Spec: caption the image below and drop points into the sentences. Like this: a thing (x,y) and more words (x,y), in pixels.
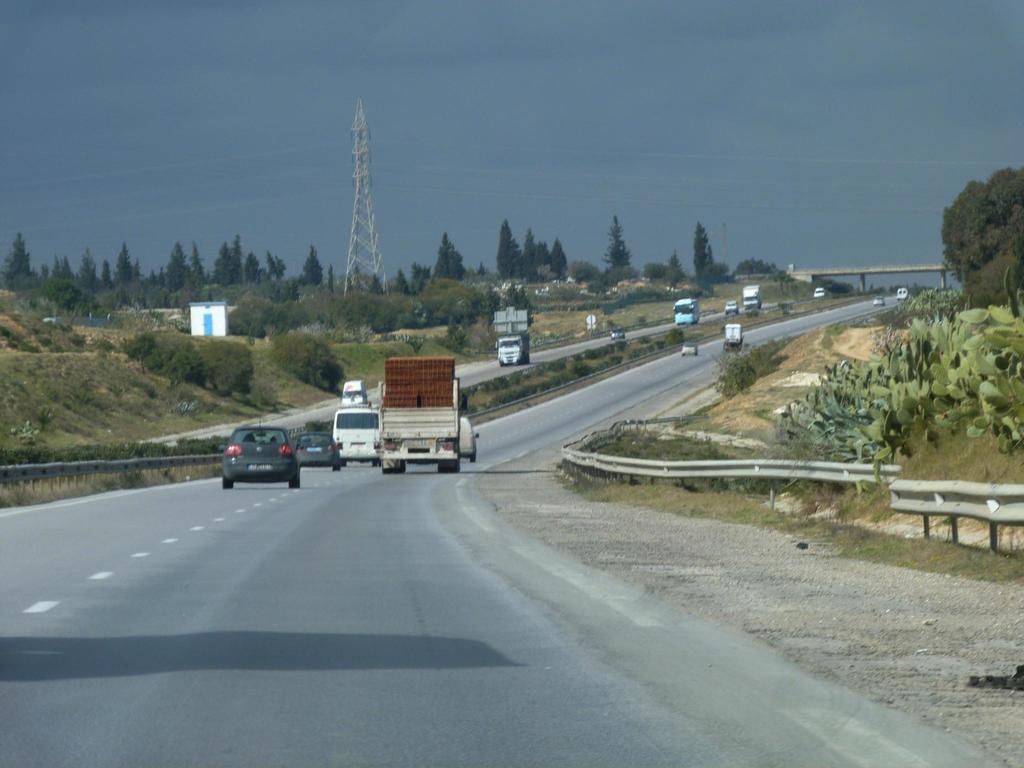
In this picture I can see the road (405,492) in front (236,740), on which there are number of vehicles (398,461) and I can see the grass (76,369) and few plants (304,317). In the background (414,271) I can see number of trees (89,252), a tower (363,268) and the sky (225,48). I can also see a bridge (918,269).
